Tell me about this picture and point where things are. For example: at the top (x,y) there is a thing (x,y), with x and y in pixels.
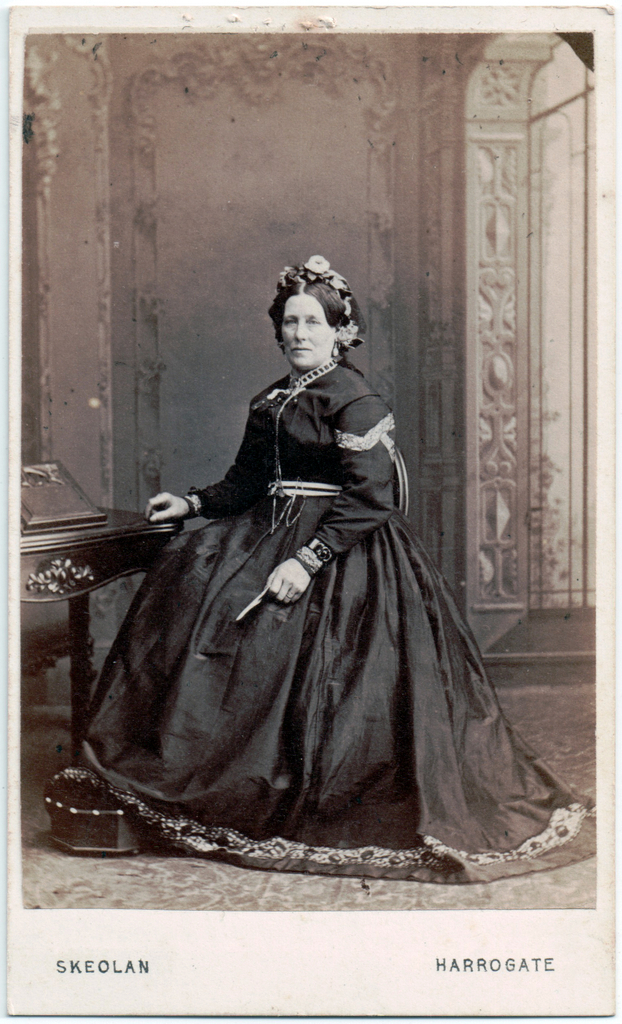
In the image we can see there is a woman (279,607) sitting on the chair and behind there is a wall (365,194). The image is in black and white colour.
